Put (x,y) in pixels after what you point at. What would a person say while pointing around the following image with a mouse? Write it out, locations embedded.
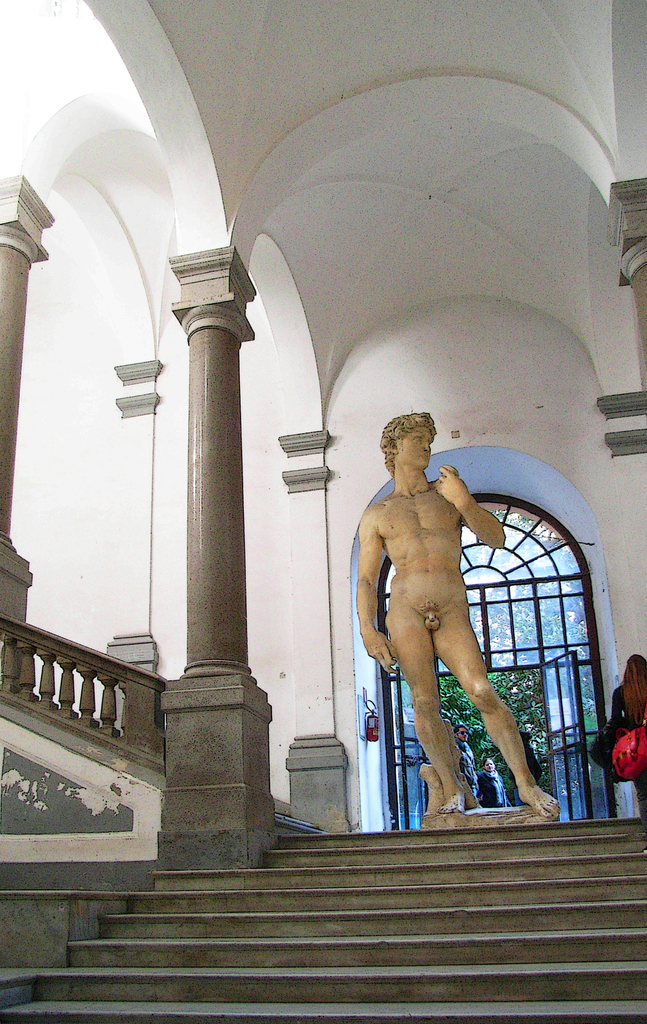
This image consists of a statue (414,440). At the bottom (435,934), there are steps (611,952). On the left (2,361), there are pillars (215,499). At the top (392,225), there is a roof (488,69). On the right (623,774), there is a woman (634,661) wearing a red bag (632,743). In the background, there are few persons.
